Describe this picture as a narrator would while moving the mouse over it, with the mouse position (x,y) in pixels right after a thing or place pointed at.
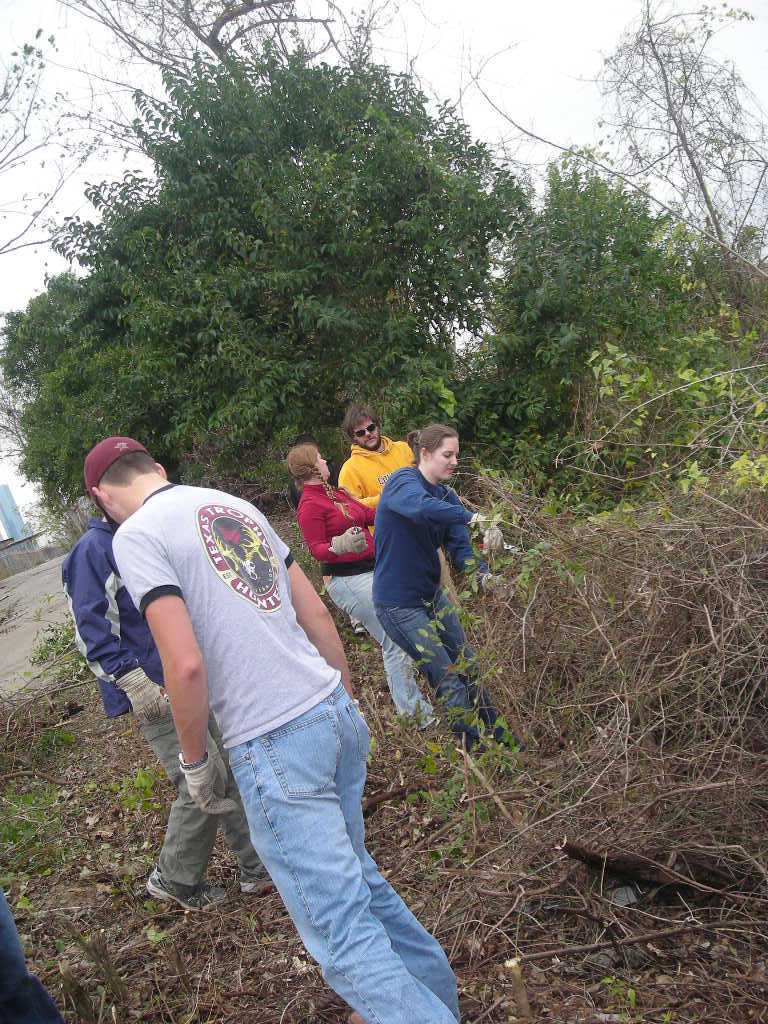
In this image there are people (340,503). On the right (544,768) we can see pile of twigs (628,764). In the background (259,447) there are trees (591,294) and sky (620,21).
